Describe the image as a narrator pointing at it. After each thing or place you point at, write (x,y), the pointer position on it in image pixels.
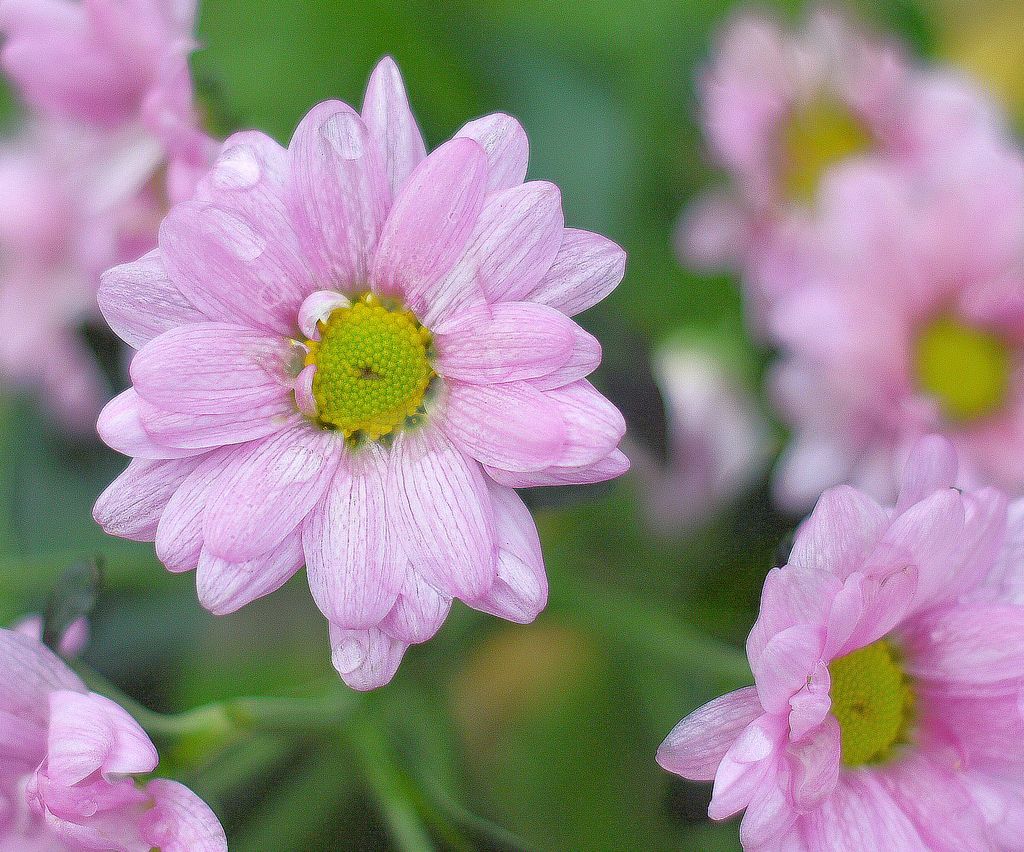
In this image we can see pink flowers (899,401). Background (424,50) it is blur.
